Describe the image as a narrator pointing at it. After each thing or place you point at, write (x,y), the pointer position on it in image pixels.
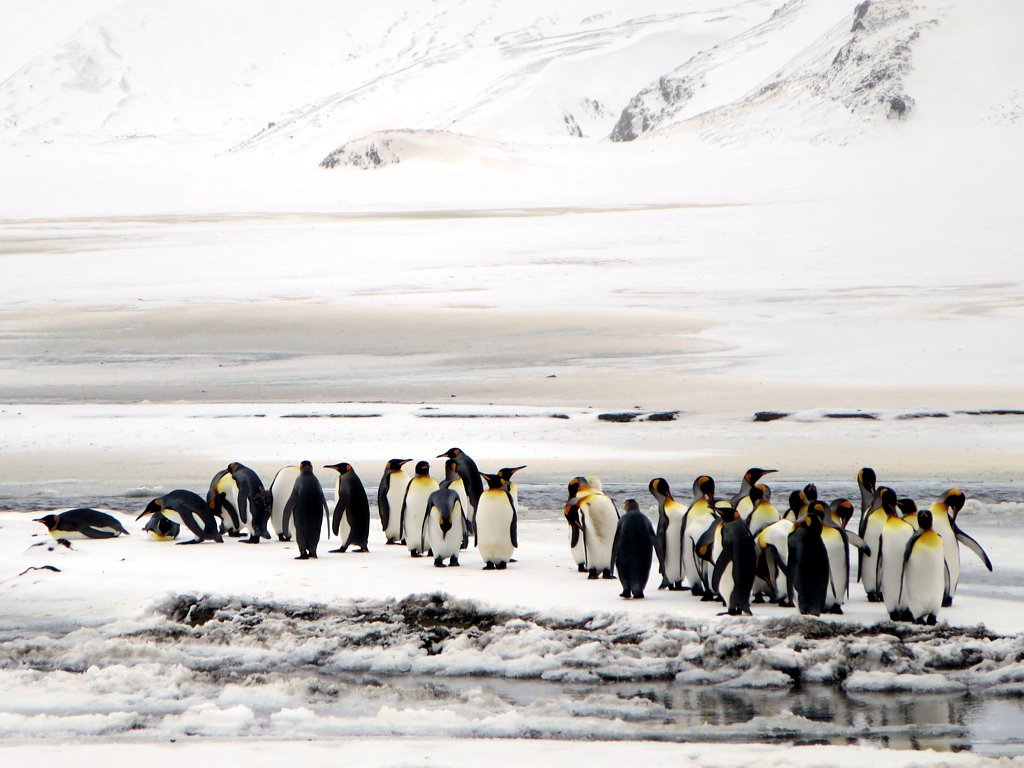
In this image there are some penguins (481,510) as we can see in the bottom of this image (703,532) and there is a snow ground (712,372) in the background (565,412). There is a snow mountain (473,70) on the top of this image (463,104).
